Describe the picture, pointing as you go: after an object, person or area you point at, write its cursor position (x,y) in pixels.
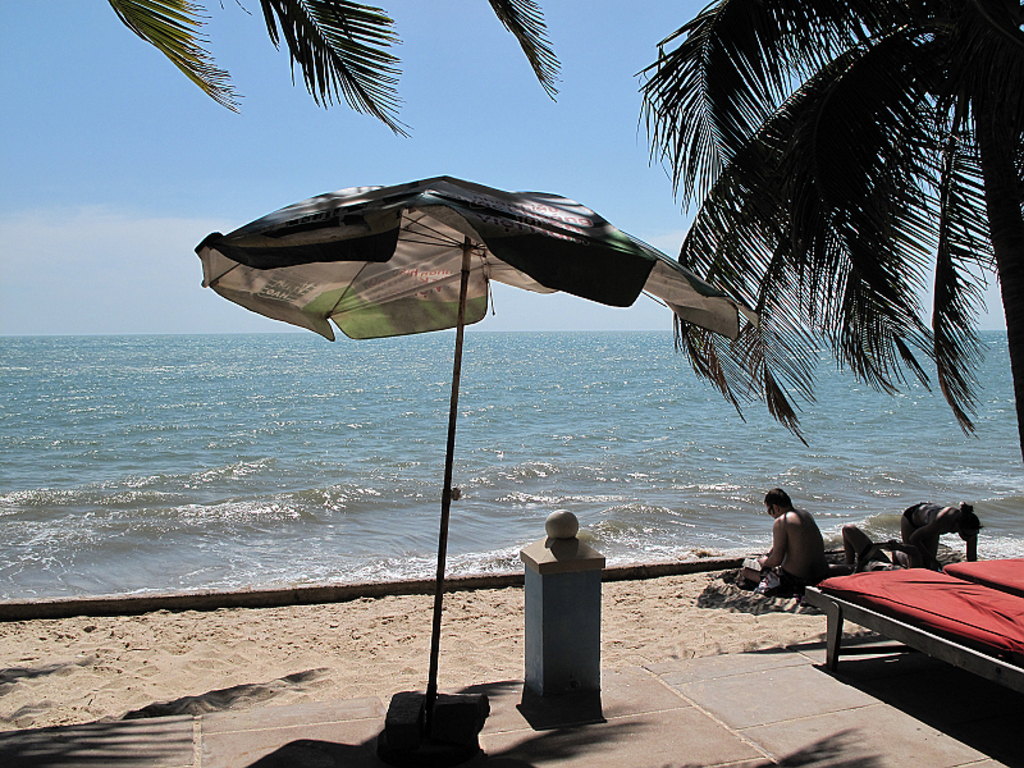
In this picture I can see there are few people (861,566) sitting on the sand (422,621) and there are trees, sand (422,621) and in the backdrop (96,448) I can see there is a ocean (293,380) and the sky (242,201) is clear.
